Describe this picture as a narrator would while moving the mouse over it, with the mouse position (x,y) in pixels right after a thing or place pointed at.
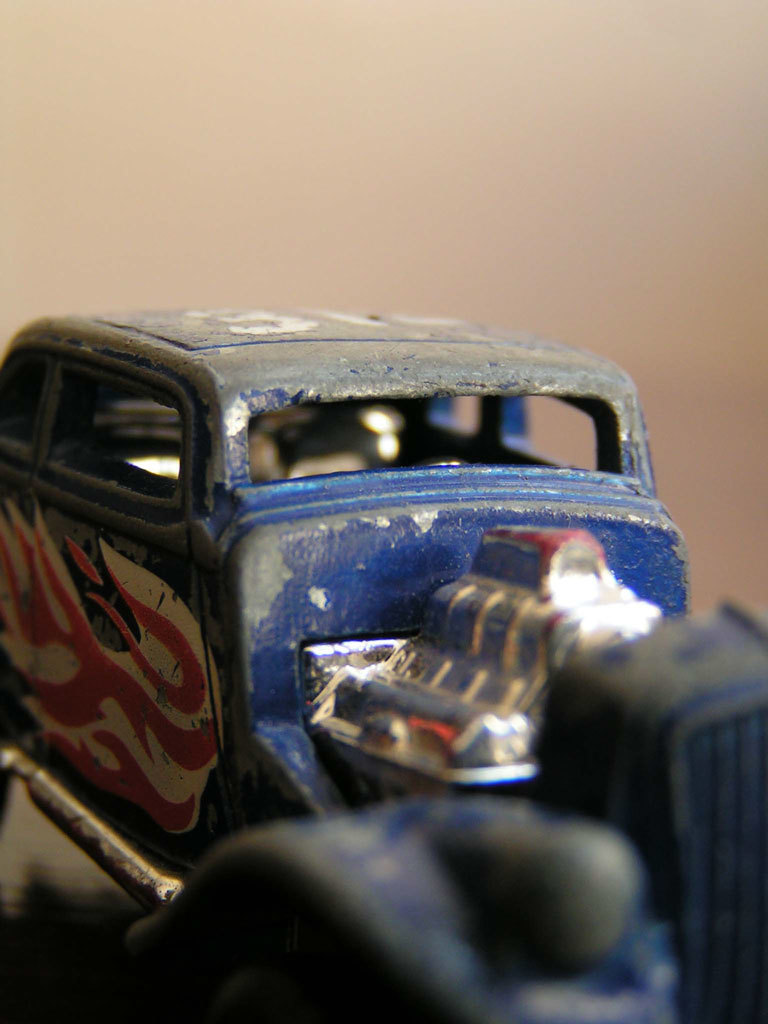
In this image we can see a toy vehicle (539,524) placed on the surface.
